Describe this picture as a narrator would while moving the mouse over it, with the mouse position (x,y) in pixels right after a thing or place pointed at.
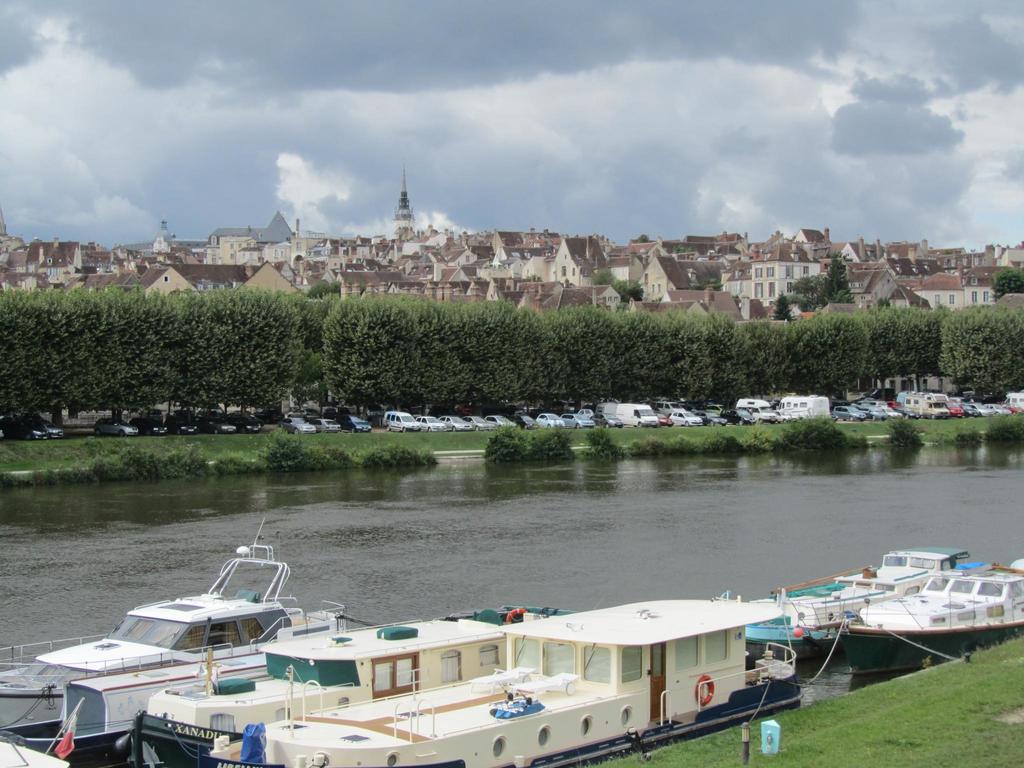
In this image I can see few boats (600,626) on the water (446,518), background (414,342) I can see few vehicles (464,415), plants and trees (522,363) in green color, buildings (546,284) in brown and cream color and the sky (481,65) is in white and blue color.
